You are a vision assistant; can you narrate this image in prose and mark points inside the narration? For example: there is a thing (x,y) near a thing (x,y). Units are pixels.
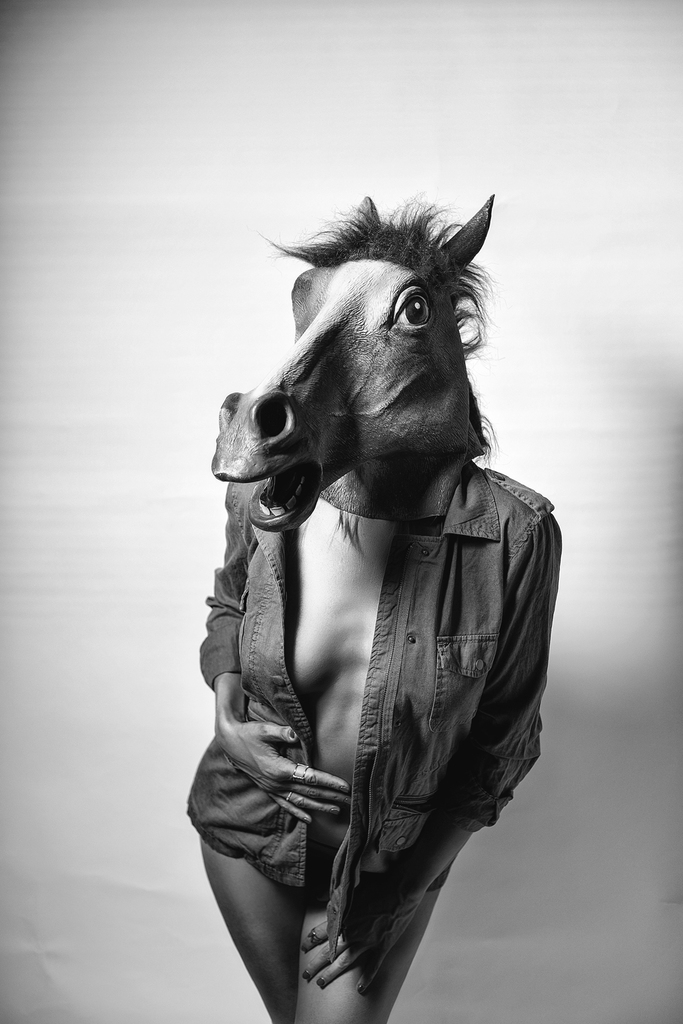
As we can see in the image, the person (347,468) is wearing a jacket (464,535) and animal mask (386,428) over head (408,341). According to me the person's attire (386,705) is inappropriate.
